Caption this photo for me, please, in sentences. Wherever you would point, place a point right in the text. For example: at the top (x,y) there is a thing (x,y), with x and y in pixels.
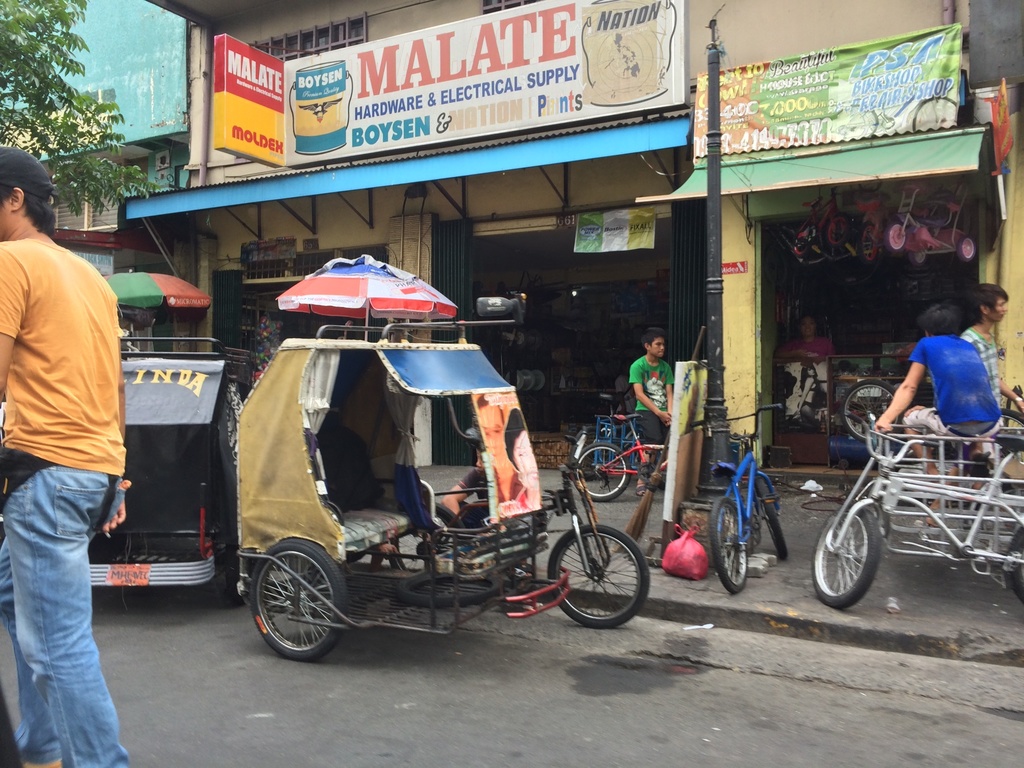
In this image I can see on the left side (95,430) a man (86,666) is walking, he wore a t-shirt (36,422), trouser (54,548) in the middle (470,350) there is a vehicle (449,539) parked and there are cycles (748,460) in this image. On the right side (946,379) a person (968,437) is sitting on the cycle (945,488) In the middle (505,359) there are stores (525,225), on the left side (45,91) there is a tree (71,108).
